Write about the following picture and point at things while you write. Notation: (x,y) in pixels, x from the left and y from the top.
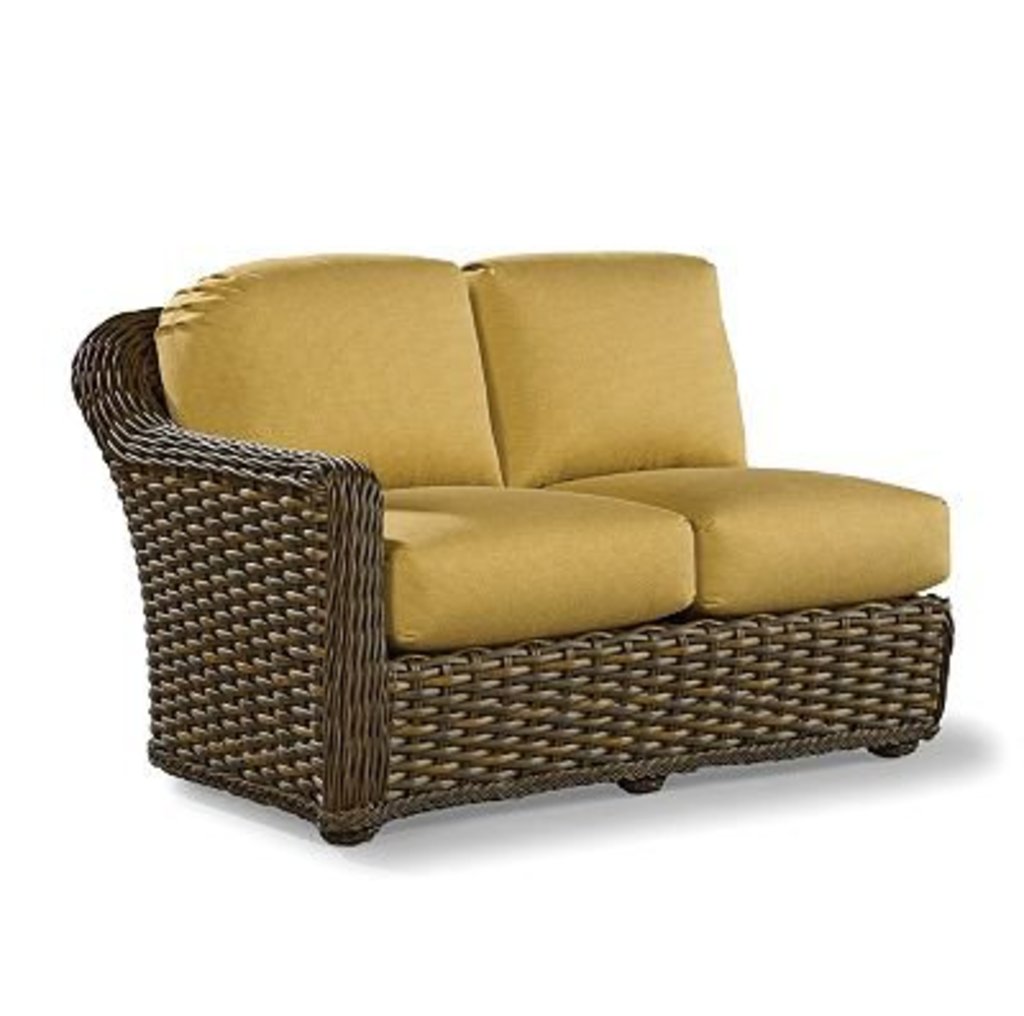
In this image we can see a sofa (522,394). The background of the image (49,705) is white in colour.
